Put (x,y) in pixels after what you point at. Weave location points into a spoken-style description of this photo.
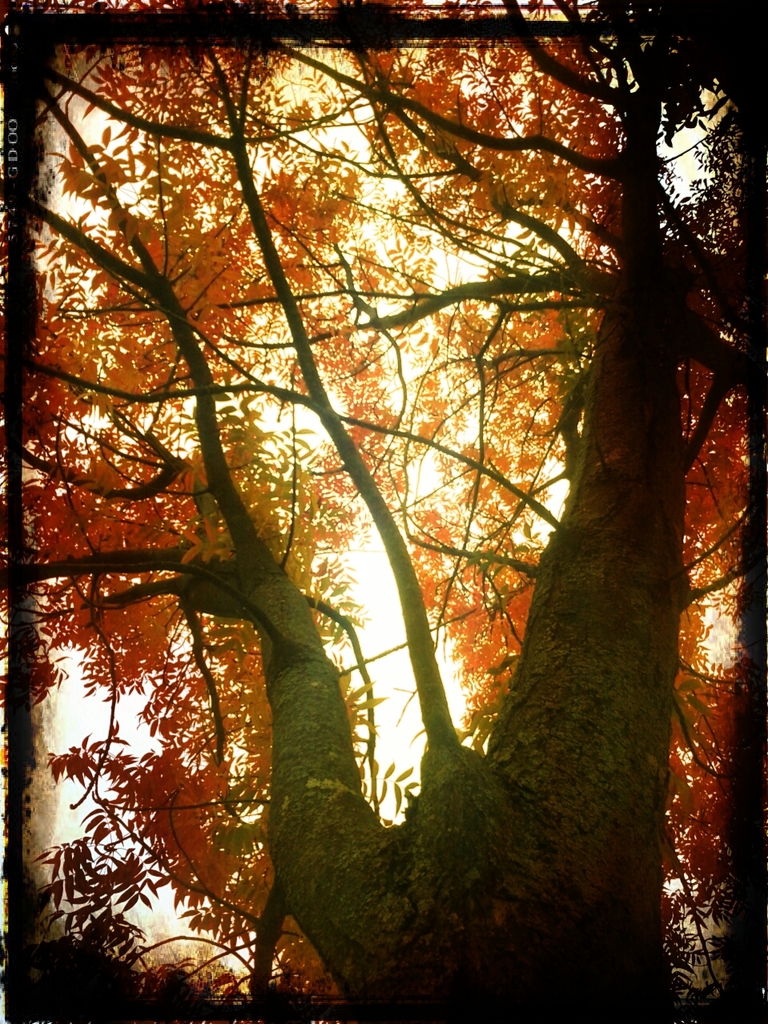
In this picture we can see a tree (429,669). In the background (364,728) there is sky (436,383).
